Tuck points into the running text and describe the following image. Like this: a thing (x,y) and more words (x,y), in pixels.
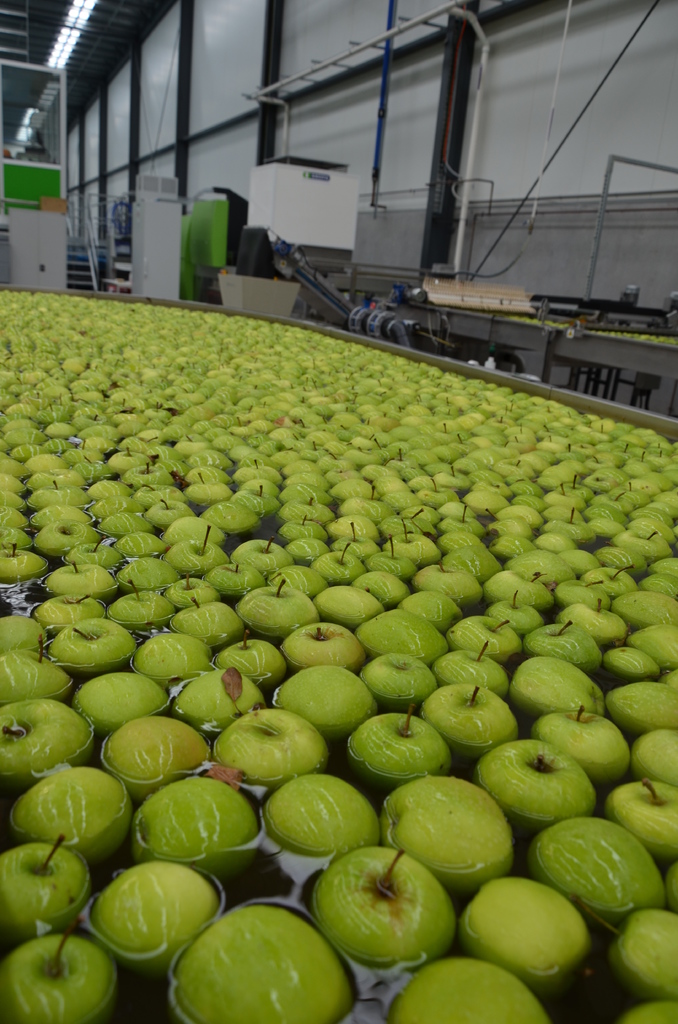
In this image I can see water (31,493) and in it I can see number of green color fruits (352,577). In the background (398,319) I can see few equipment (536,340) and few other things (24,236).
